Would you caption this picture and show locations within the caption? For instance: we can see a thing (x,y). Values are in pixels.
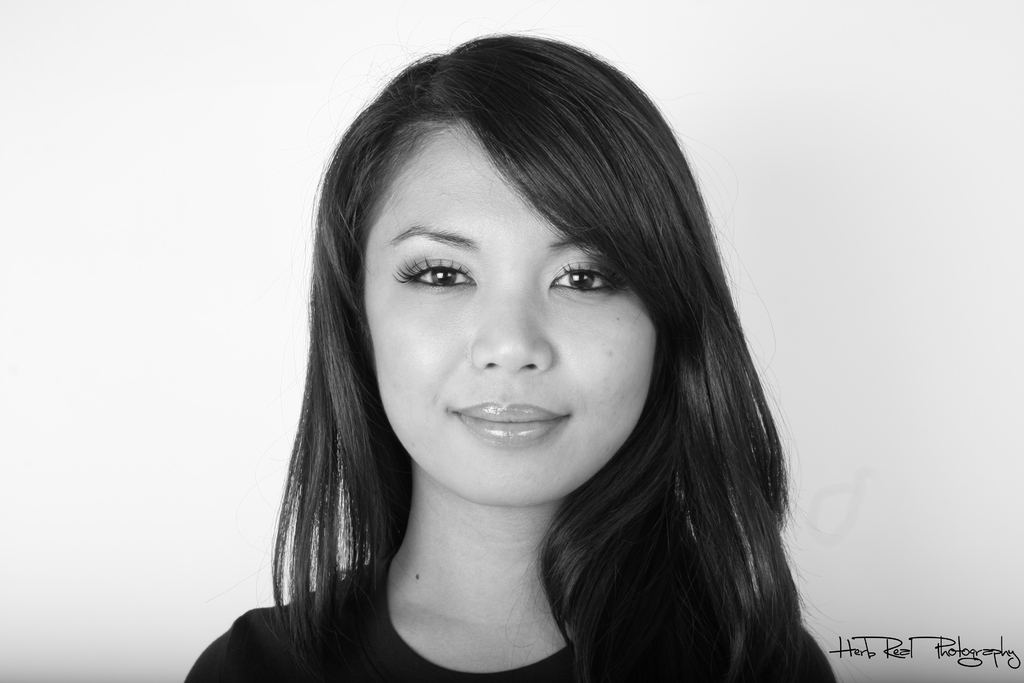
This is a black and white image. In the center of the image (425,360) there is girl (322,585). At the bottom of the image (926,643) there is text (906,640). in the background of the image (790,152) there is wall (71,263).
